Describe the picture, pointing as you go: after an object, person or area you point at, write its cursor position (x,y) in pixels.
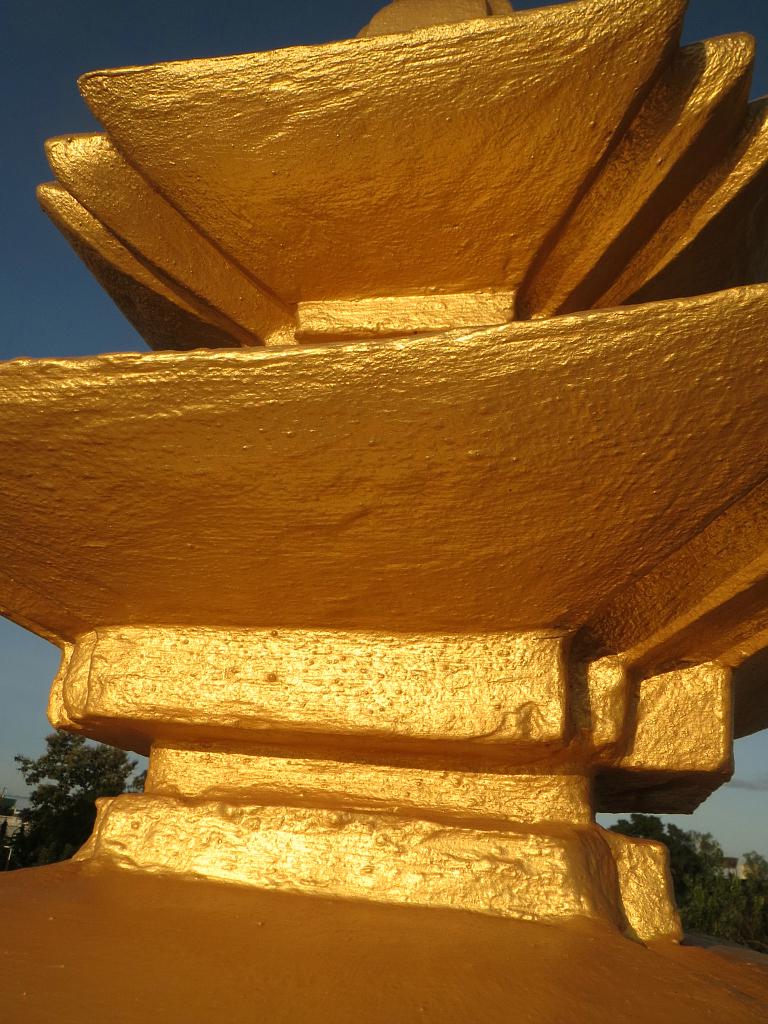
In the foreground of this image (291,634), there is a golden structure (261,859) and in the background (68,785), there are trees (681,884) and the sky (69,315).
